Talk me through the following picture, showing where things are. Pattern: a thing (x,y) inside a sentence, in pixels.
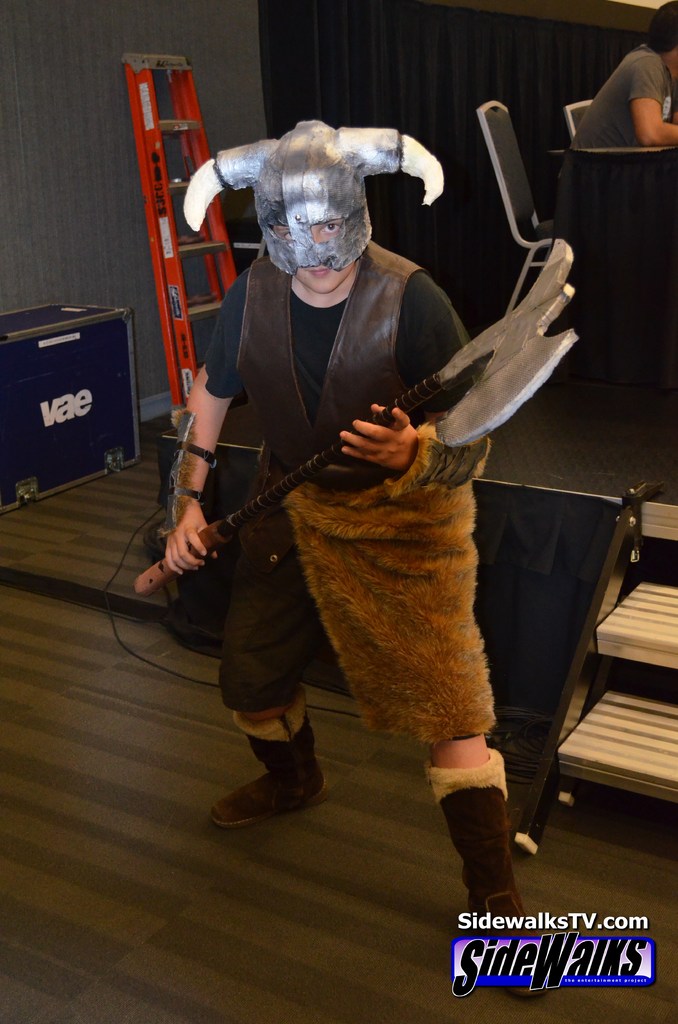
In this image there is a person (270,238) holding an equipment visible on the floor (67,837), back side there is a person (636,87) sitting on chair (575,115) in front of table (653,184), there are some other objects (111,345) visible.
